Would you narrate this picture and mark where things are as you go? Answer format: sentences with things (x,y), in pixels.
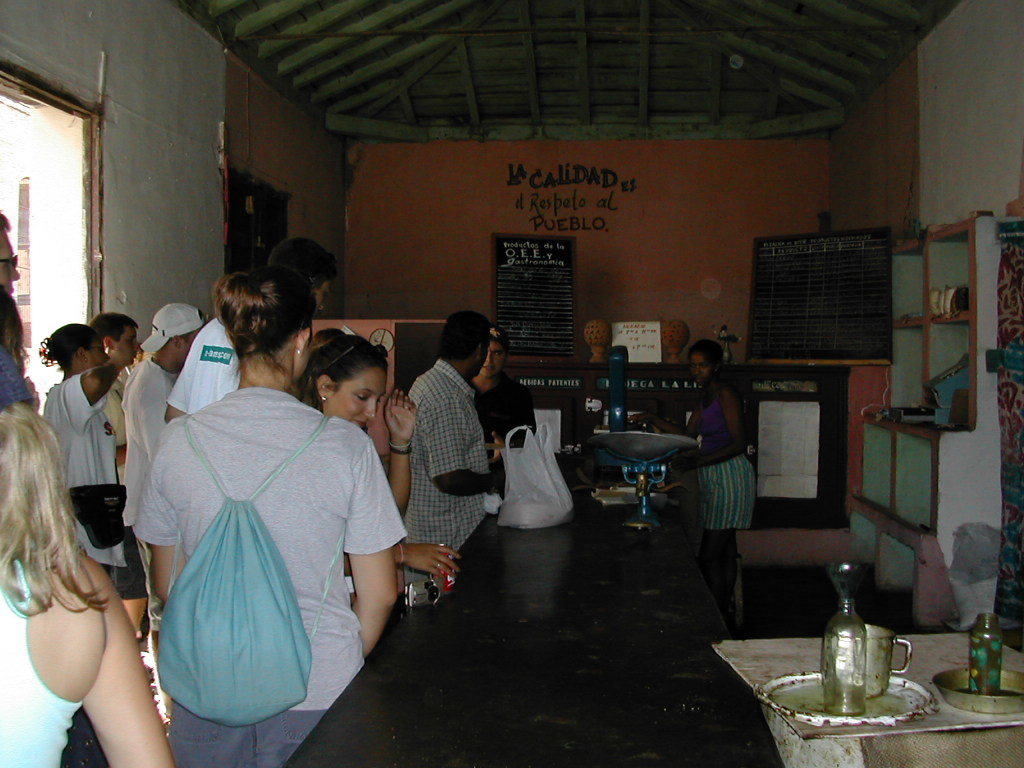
In this image, we can see a shop (576,650), there are some people (168,583) standing, in the background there is a wall (804,542).
